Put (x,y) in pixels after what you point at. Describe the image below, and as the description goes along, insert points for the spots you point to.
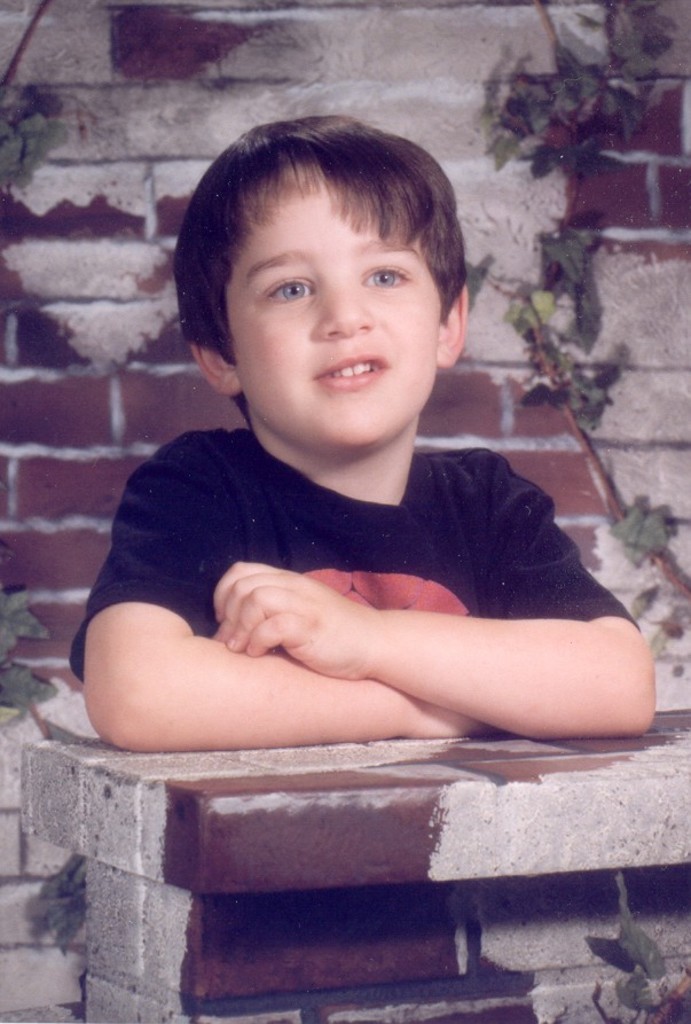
In this picture we can see a boy (236,746) smiling and in the background (420,45) we can see the wall (344,86), plants (539,79).
